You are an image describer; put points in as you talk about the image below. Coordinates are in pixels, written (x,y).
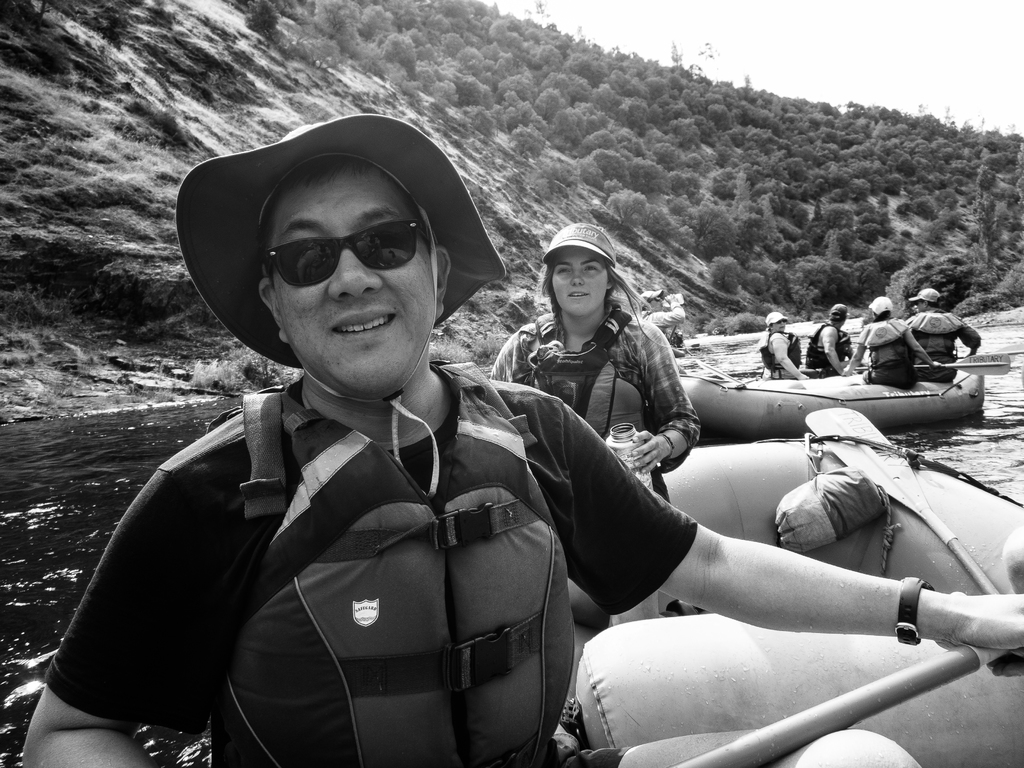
It is a black and white image. In this image we can see the person's (603,346) boating on the surface (29,599) of the river (125,432). In the background (527,171) we can see the hill (543,206), trees (799,166) and also the sky (848,54).
